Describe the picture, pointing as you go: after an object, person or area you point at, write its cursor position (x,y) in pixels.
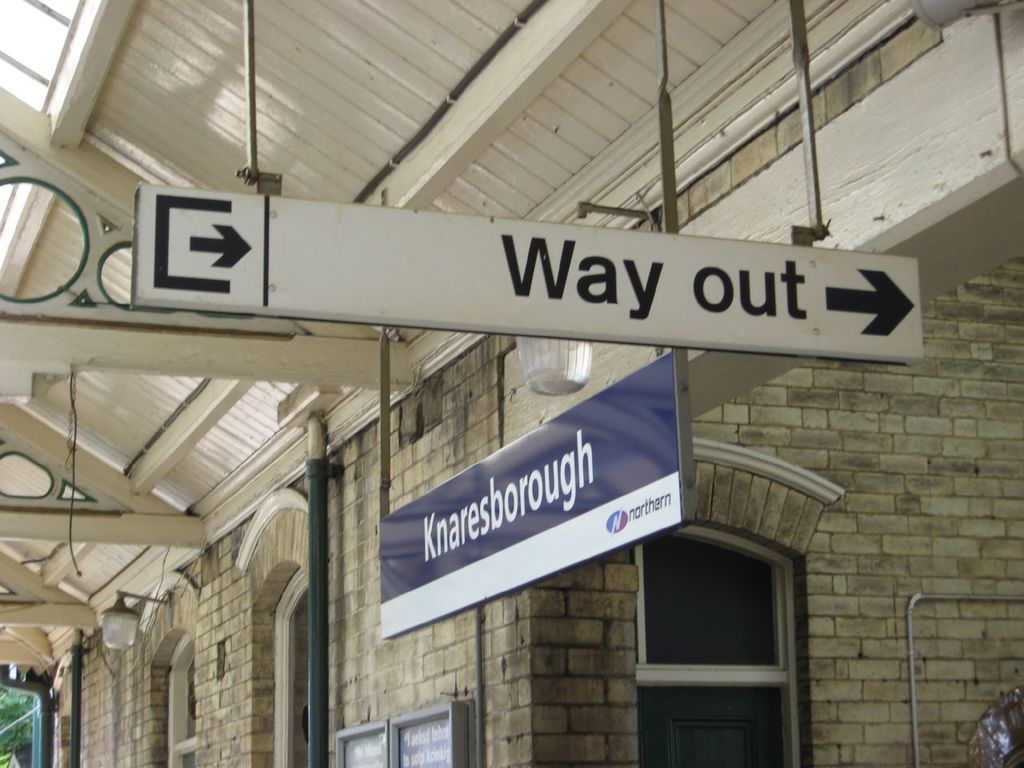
In this picture I can see boards (570,278), windows (695,591), iron rods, lights (144,599), this is looking like a building (1018,368).
